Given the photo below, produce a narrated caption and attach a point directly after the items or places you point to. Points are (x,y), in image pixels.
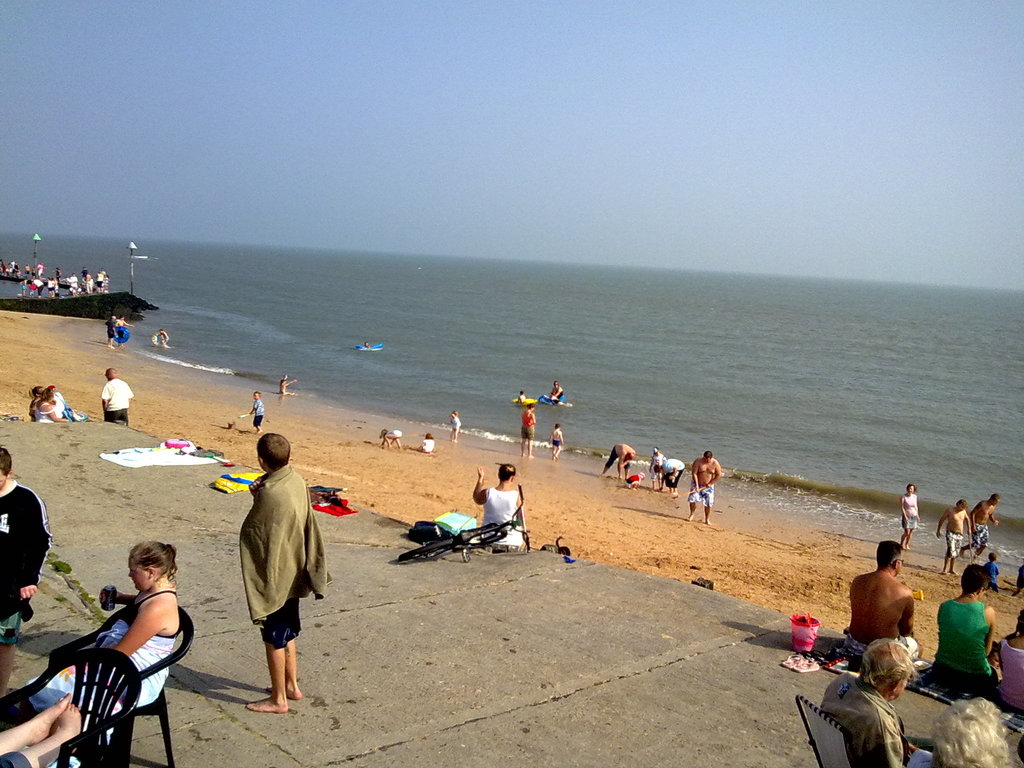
In this image it looks like a beach (394,500) in which there are few people (458,412) who are swimming in the water (428,418) while other are playing in the sand (591,504). On the left side (172,608) there are few people (156,659) sitting on the chairs (115,692). At the top (371,73) there is the sky (376,71). On the right side (967,614) bottom there are few people (877,614) sitting on the floor (745,666).
